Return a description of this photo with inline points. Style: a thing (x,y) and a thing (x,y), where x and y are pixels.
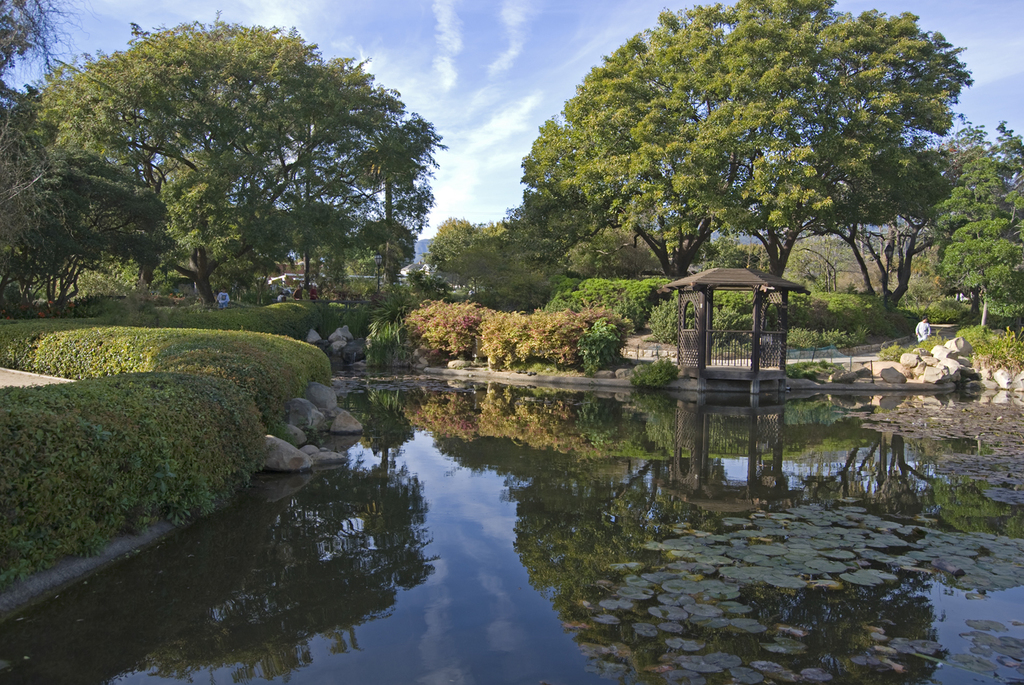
In this image we can see lake (472,439), stones (323,450), bushes (91,441), trees (912,270), persons (921,332) walking on the road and sky (471,144) with clouds (465,198) in the background (342,203).
